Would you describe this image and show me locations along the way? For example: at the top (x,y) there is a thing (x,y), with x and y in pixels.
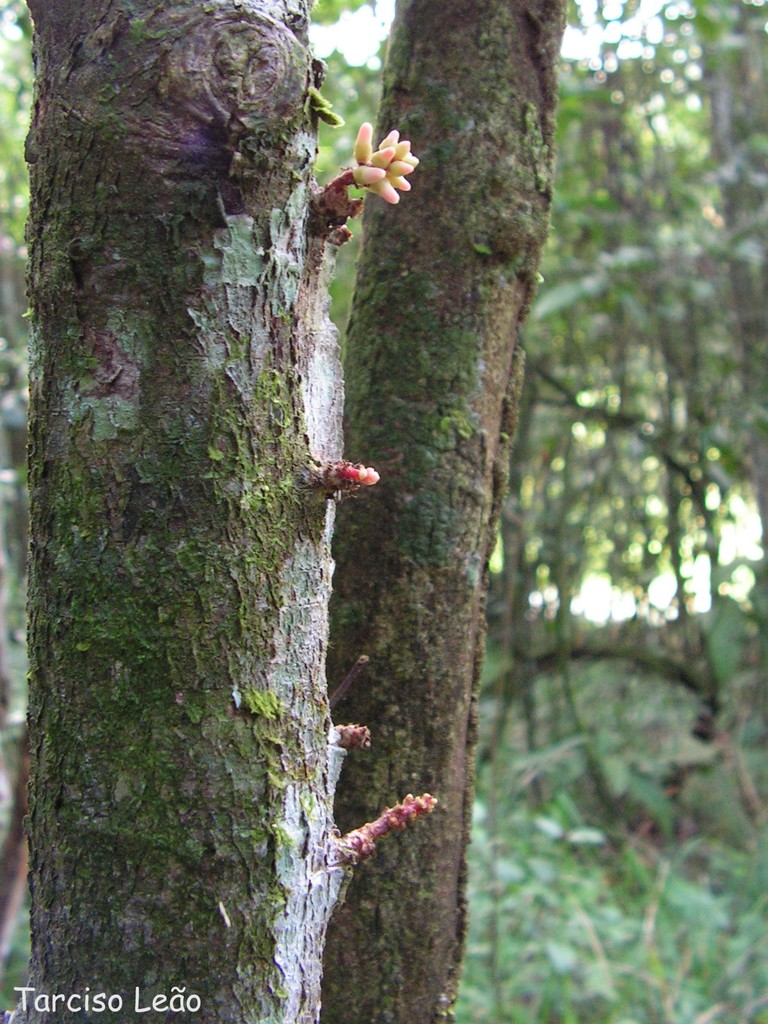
In the image we can see some trees (461,25).
